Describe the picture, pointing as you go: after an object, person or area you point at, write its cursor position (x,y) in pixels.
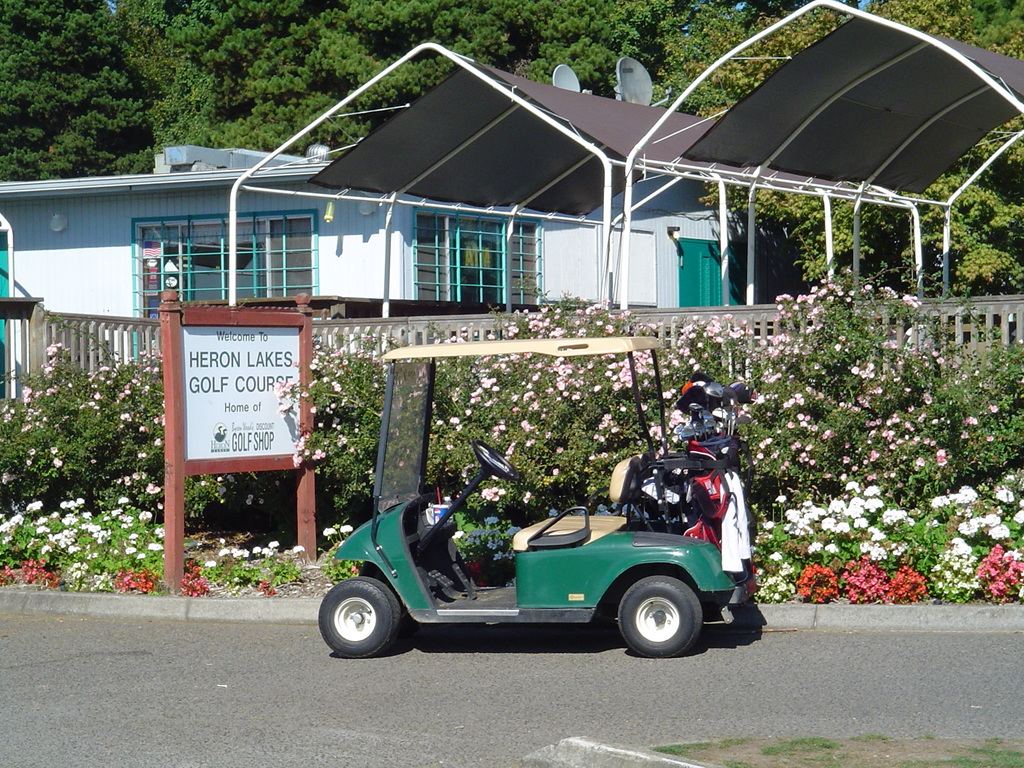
In this image I can see few sheds (433,106), house (78,253), windows (302,286), trees (322,88), fencing (132,335), board (175,339), vehicle (429,525) and white and red color flowers (849,405).
